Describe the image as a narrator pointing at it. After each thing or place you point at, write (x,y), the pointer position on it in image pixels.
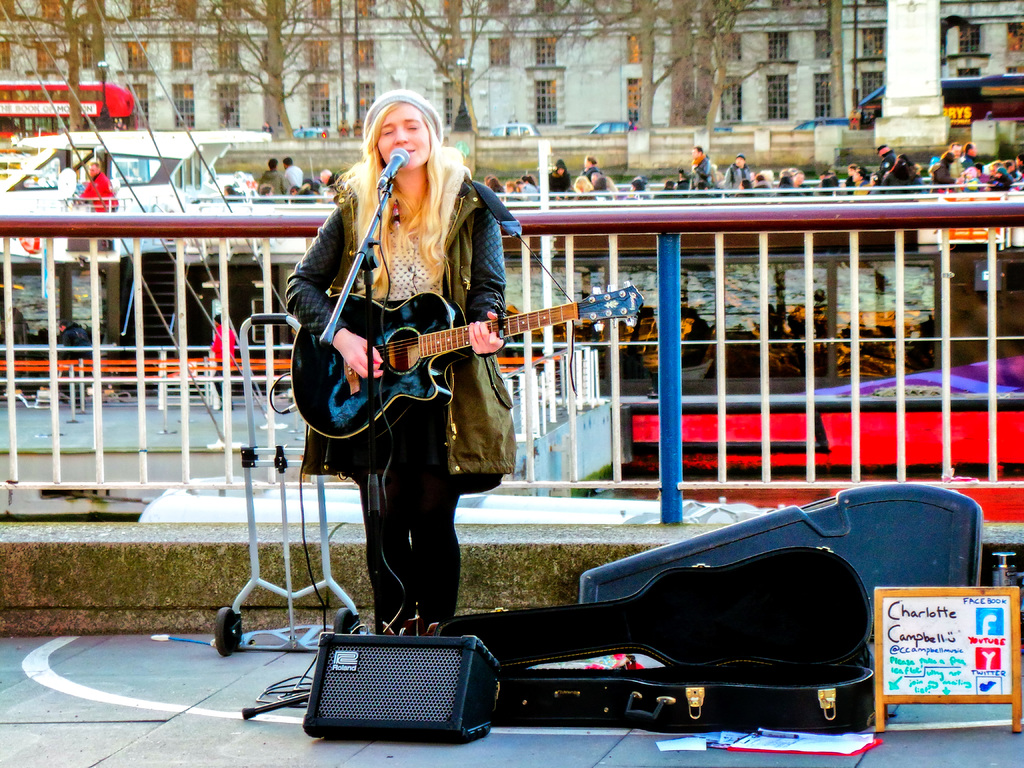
This is a picture of a lady (420,582) who is wearing a jacket (501,388) and holding a guitar (345,379) and standing in front of the mike (373,442) and in front of her there is a speaker (347,697) and a guitar bag (547,652) and there are some people (972,177) behind her.
